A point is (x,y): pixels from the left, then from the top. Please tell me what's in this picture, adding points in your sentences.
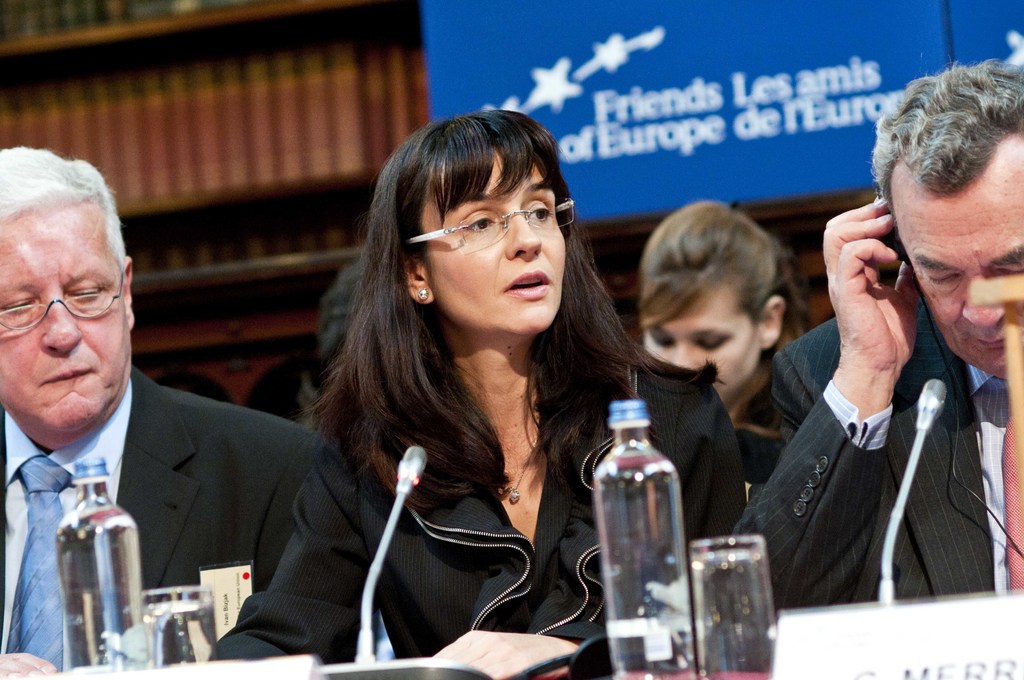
Few persons (677,320) are sitting. We can see microphone (363,604), bottles (645,609), glass (759,598), name boards (825,646). On the background (696,98) we can see banner (664,92).
